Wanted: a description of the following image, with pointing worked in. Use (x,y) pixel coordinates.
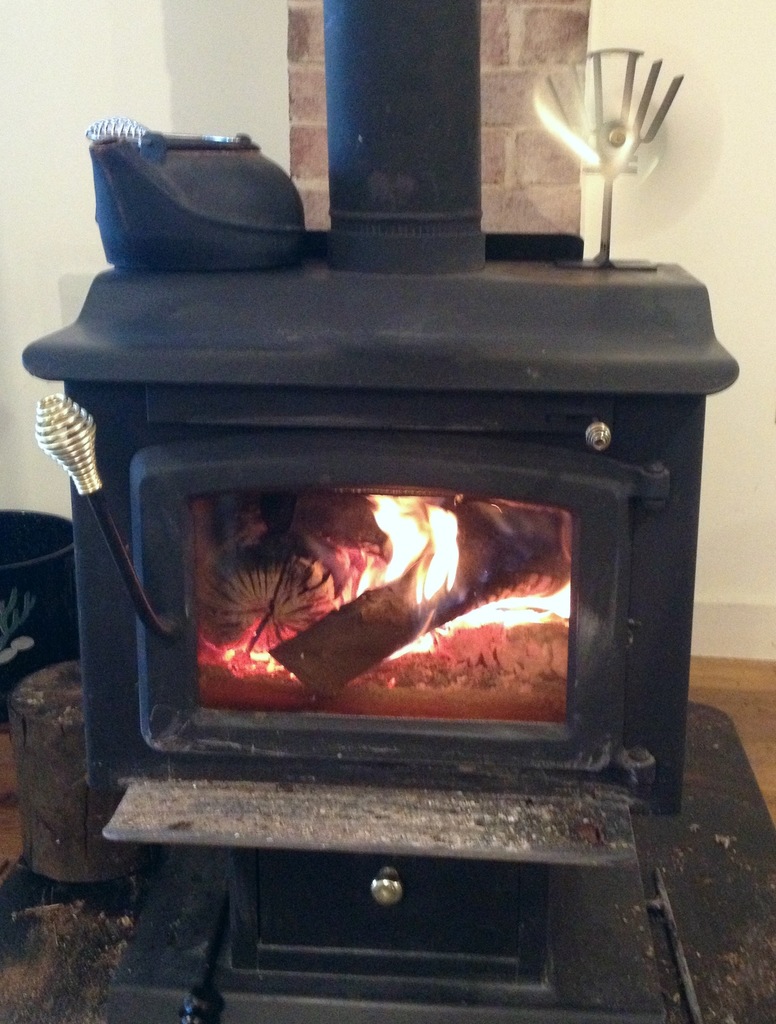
In the image there is a black color wood burning stove (298,323) with burning of wood (420,620) in it. Behind that there is a wall (520,170). And on the left side (63,680) there is a wood (63,670).
